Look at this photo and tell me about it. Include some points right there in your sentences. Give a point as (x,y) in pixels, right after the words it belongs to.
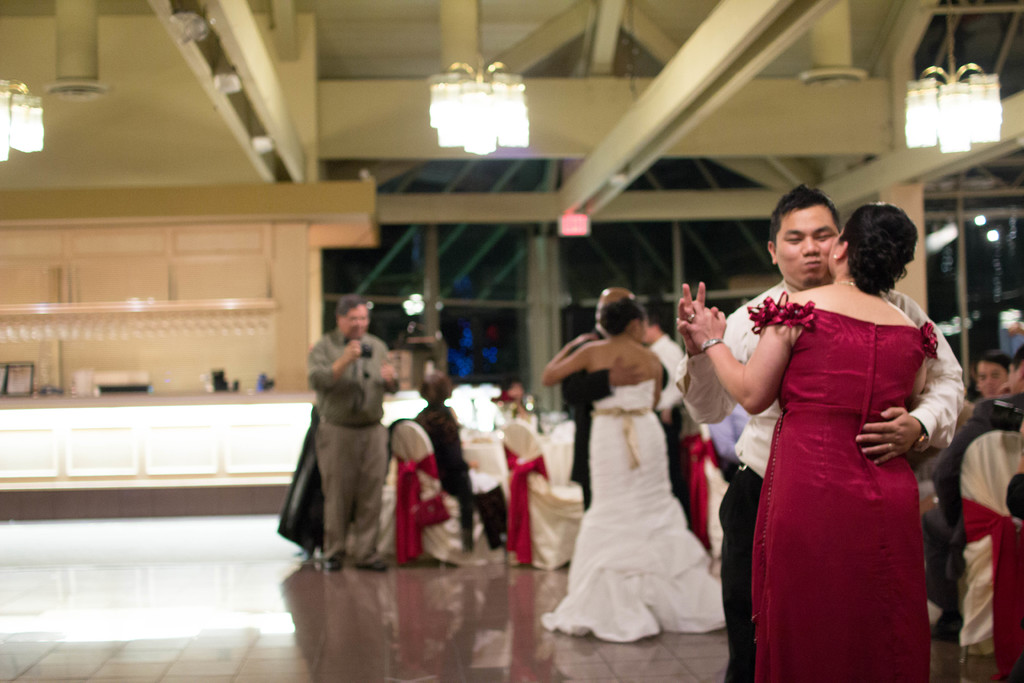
In this image we can see some people (616,462) standing on the floor (362,594) and some are sitting on the chairs (535,446). In the background (516,199) there are chandelier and grills (530,197).
